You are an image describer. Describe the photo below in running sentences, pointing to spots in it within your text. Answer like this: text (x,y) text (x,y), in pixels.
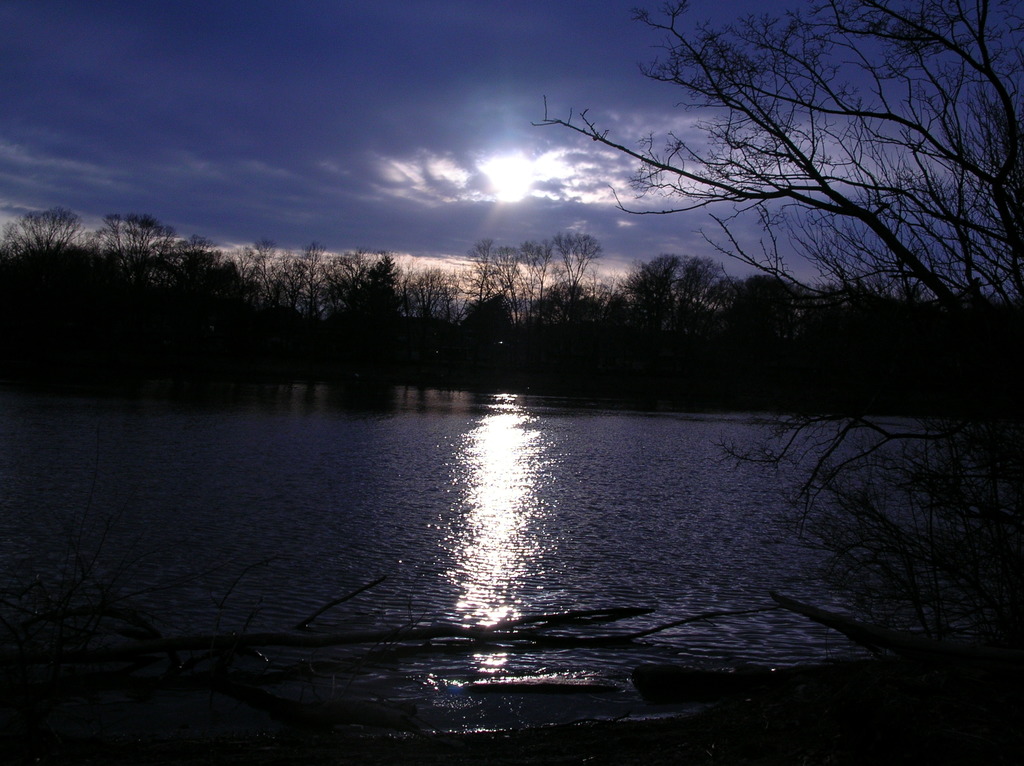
In this picture we can see many trees (409,278). On the bottom (449,551) we can see water (766,654) or river (727,538). On the top (656,125) we can see sky (560,72) and clouds (592,147). Here it's a sun (507,197).
